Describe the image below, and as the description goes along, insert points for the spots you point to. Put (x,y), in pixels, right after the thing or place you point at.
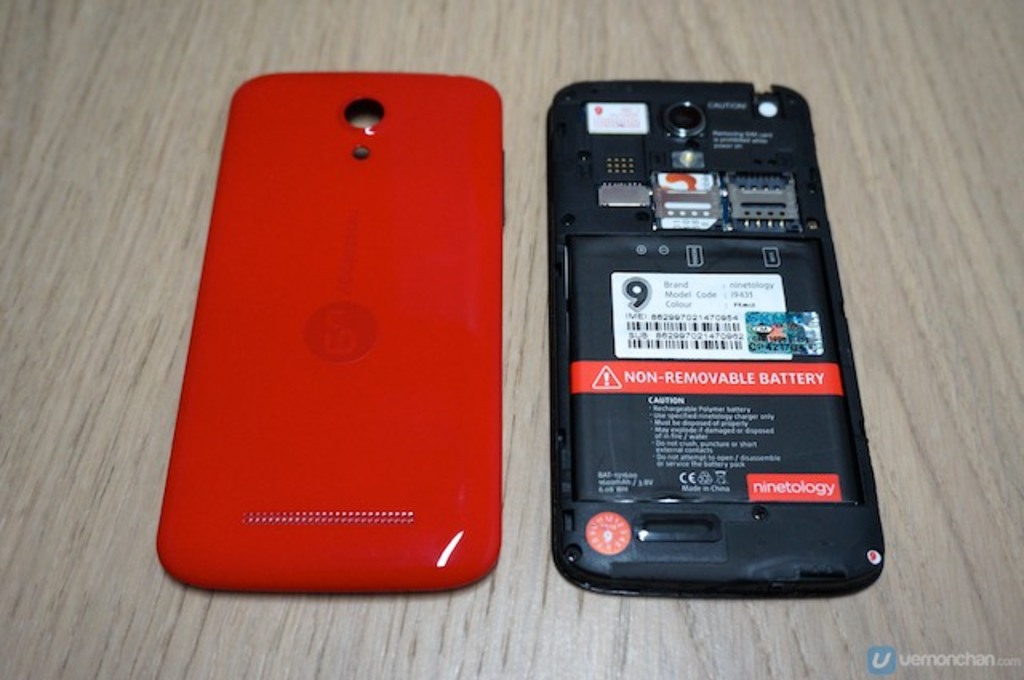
In this image there is a mobile phone (575,168) with opened back panel (444,188).
